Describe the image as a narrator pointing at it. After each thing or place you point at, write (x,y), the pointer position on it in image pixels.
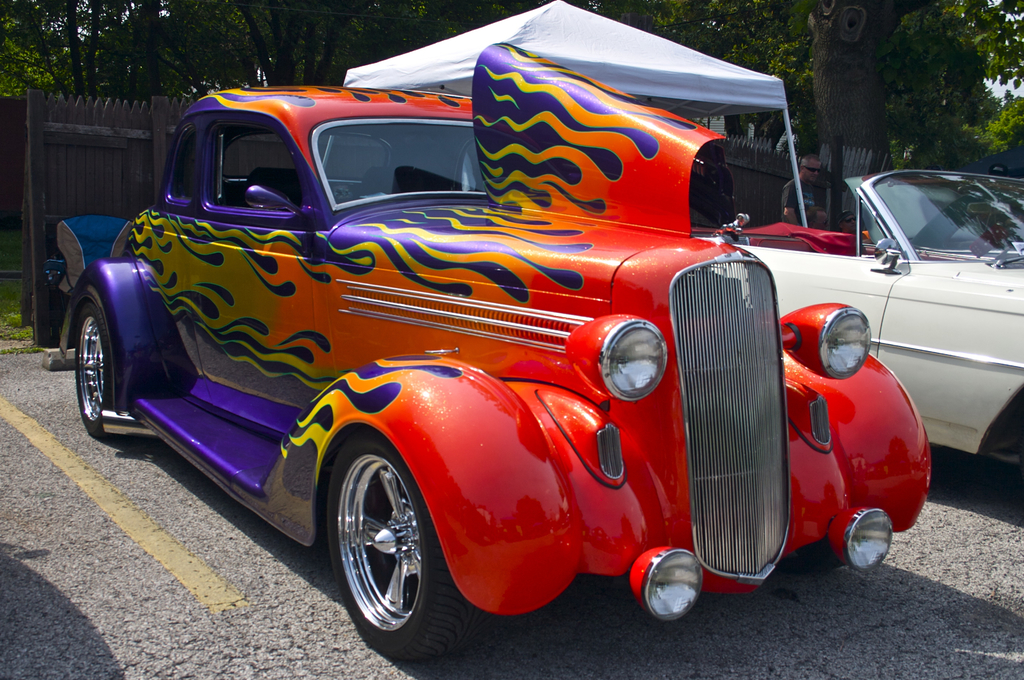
In this picture there are two cars (688,351) which are parked near to the tent (678,48). Beside the tent (658,44) there is a man (785,189) who is wearing t-shirt (821,190) and goggles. On the left (94,218) there is a chair (108,227) which is placed near to the wooden partition (110,178). In the background (414,45) I can see many trees (406,15), plants (118,66) and grass (2,261). In the top right corner (1017,17) I can see the sky (1022,92). At the bottom (188,612) there is a road (175,624).
